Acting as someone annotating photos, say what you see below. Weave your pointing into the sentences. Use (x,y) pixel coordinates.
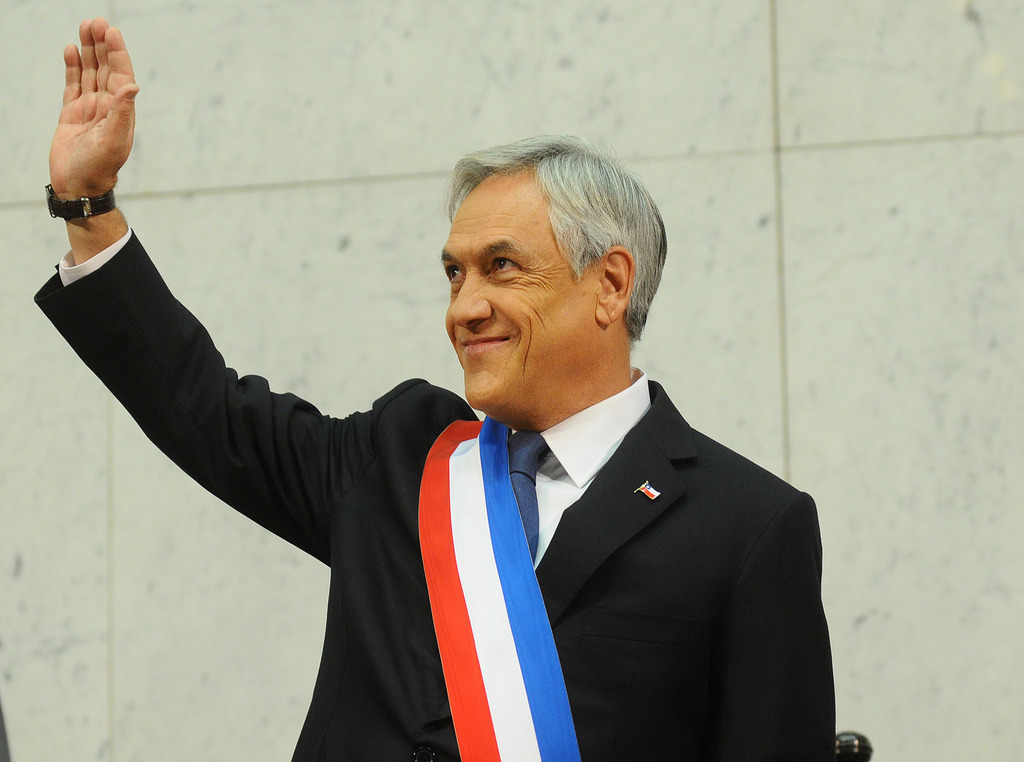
In this picture I can see a man (581,453) is smiling. The man (515,392) is wearing a black color suit (651,528), a tie (526,455), a shirt (543,518) and a watch (80,204). In the background (170,198) I can see a wall (306,245).
